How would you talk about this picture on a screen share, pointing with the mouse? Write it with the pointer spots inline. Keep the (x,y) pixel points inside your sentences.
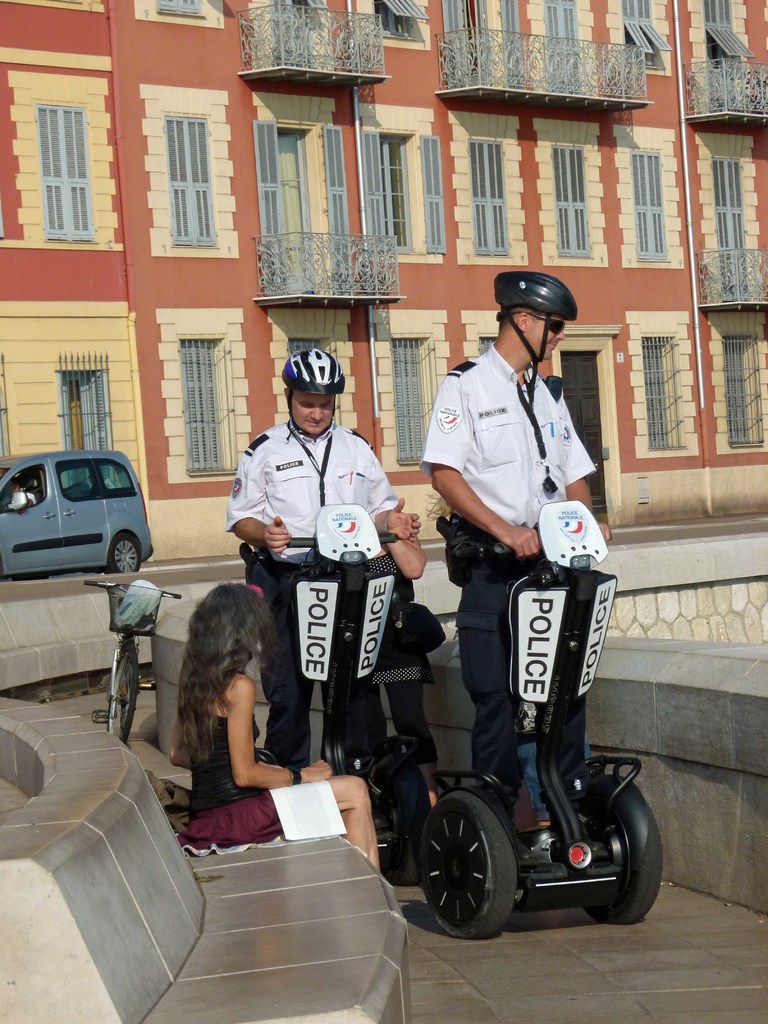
In this image we have two men (340,496) riding on a vehicle (544,666) in the street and a woman (253,767) who is sitting on a stone bench (247,880). Behind the people (267,563) we have a building (300,284) and a car (82,495) on the road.
